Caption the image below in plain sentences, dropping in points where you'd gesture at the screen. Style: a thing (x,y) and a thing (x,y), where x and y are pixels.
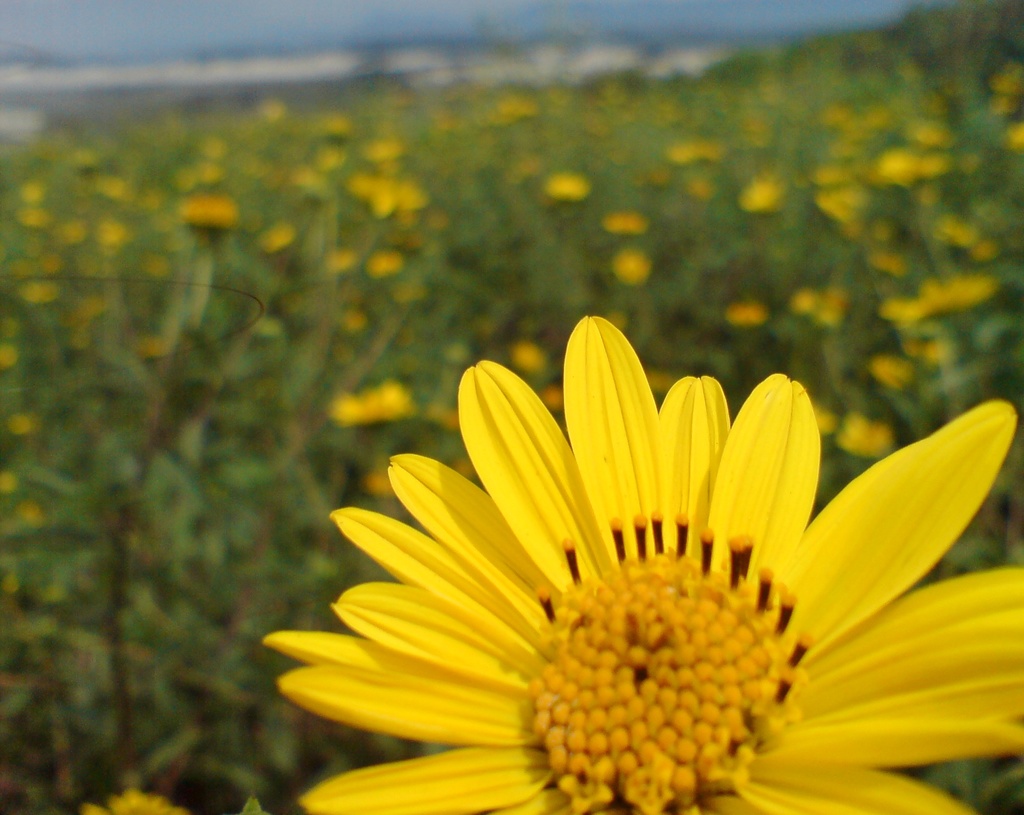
This picture is clicked outside. In the foreground (431,767) we can see a flower (645,498) and in the background (898,213) we can see the flowers (416,208), plants (504,234) and some other items (219,30).
